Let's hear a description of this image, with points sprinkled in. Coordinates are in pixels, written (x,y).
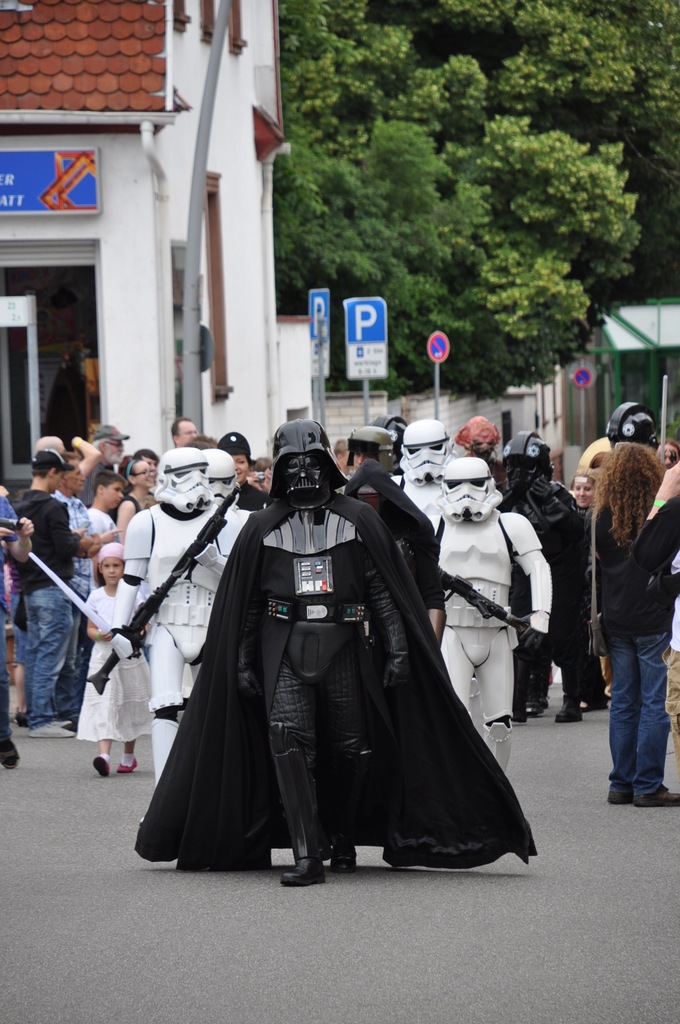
In this image we can see so many people (488,526). In the background (373,347), we can see sign boards (371,347), buildings (120,339) and trees (361,214). At the bottom of the image (330,952), we can see the road (486,941).
